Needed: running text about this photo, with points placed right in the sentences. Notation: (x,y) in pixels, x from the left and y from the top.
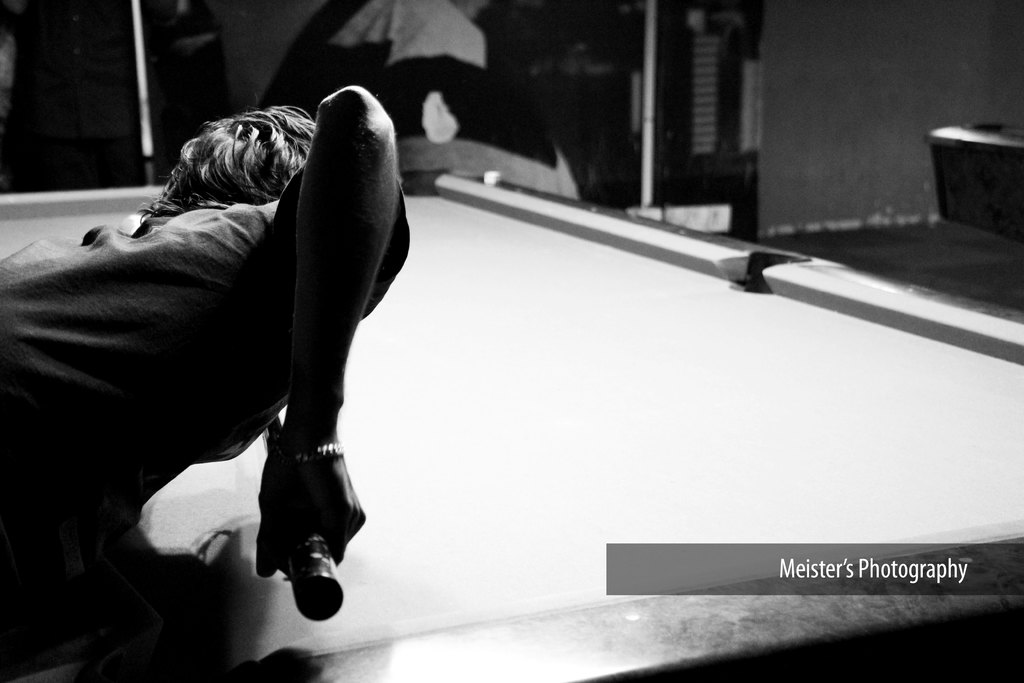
In this image I can see the person (189,265) standing in-front of the billiard (505,341) and holding the stick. The person (344,533) is wearing the dress (73,392). I can also see the watermark (766,569) to the side. And this is a black and white image.
